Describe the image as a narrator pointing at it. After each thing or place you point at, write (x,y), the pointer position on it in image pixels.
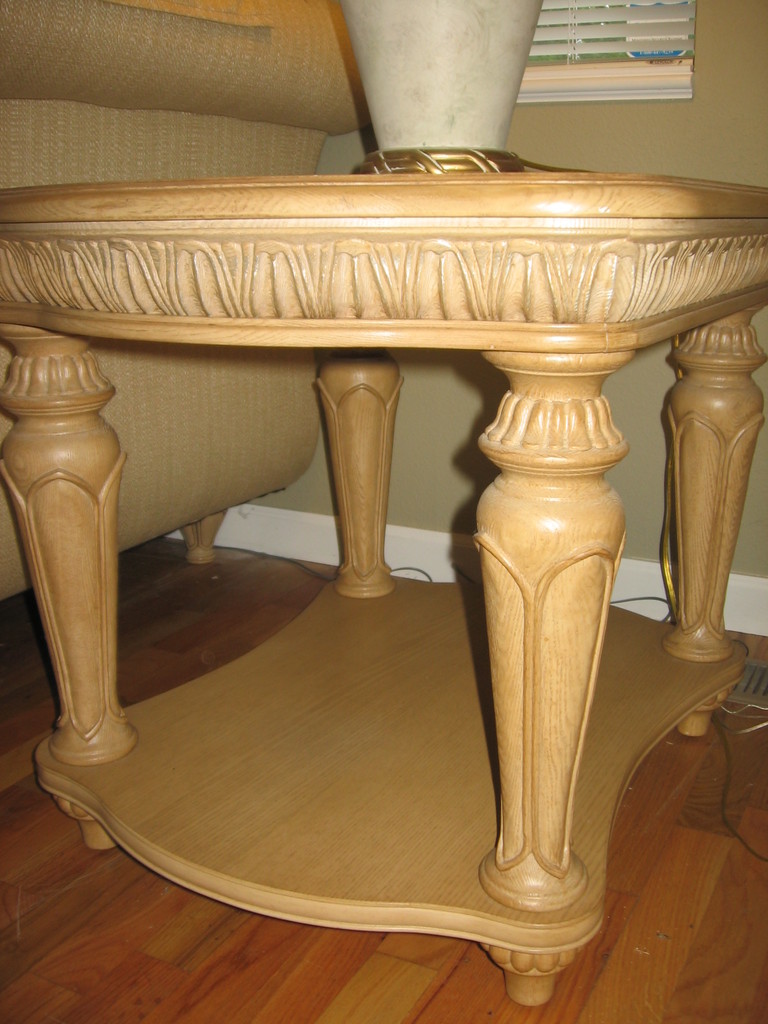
In the foreground of this image (502,504), there is a table (489,360) on which a pot (423,84) is placed. In the background (298,83), there is a couch (236,74), window blind (654,50), cable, wall (734,128) and the floor (685,921).
